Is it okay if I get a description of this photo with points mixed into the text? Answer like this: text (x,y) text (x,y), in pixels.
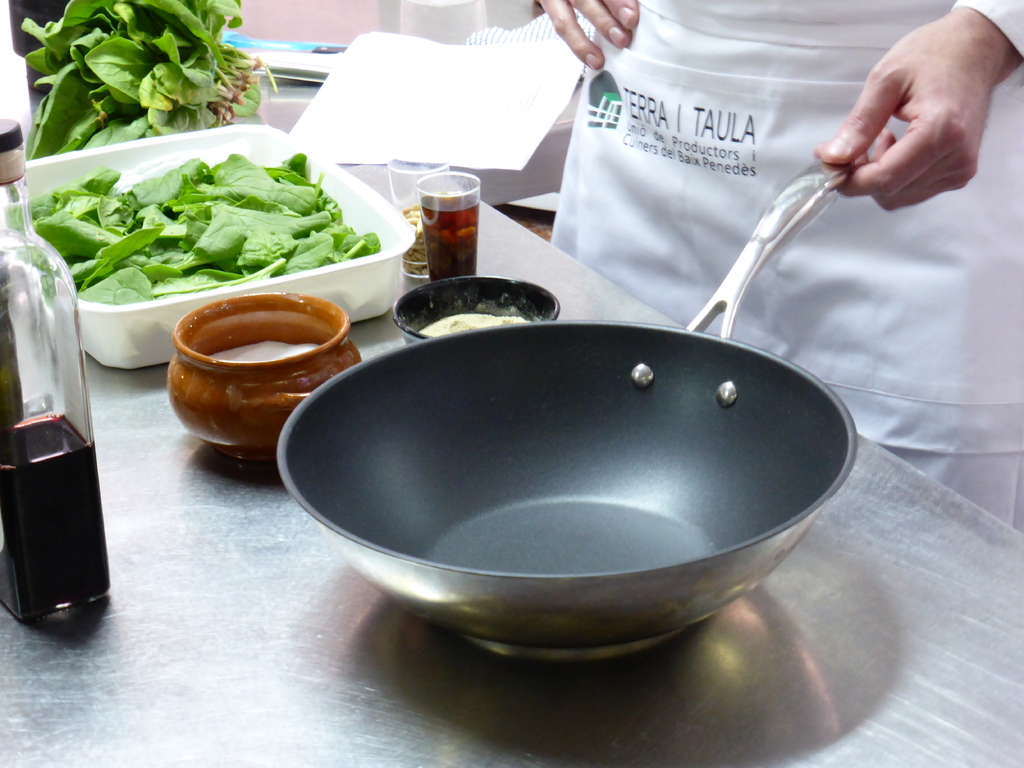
On a platform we can see green leafy vegetables (134,47). We can see green leaves (281,239) in a white box (96,336). This is a bottle (52,427), glasses (437,236) with drinks (453,212). There are other objects (454,308) on a platform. On the right side of the picture (928,151) we can see a person (981,243) holding a pan handle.
